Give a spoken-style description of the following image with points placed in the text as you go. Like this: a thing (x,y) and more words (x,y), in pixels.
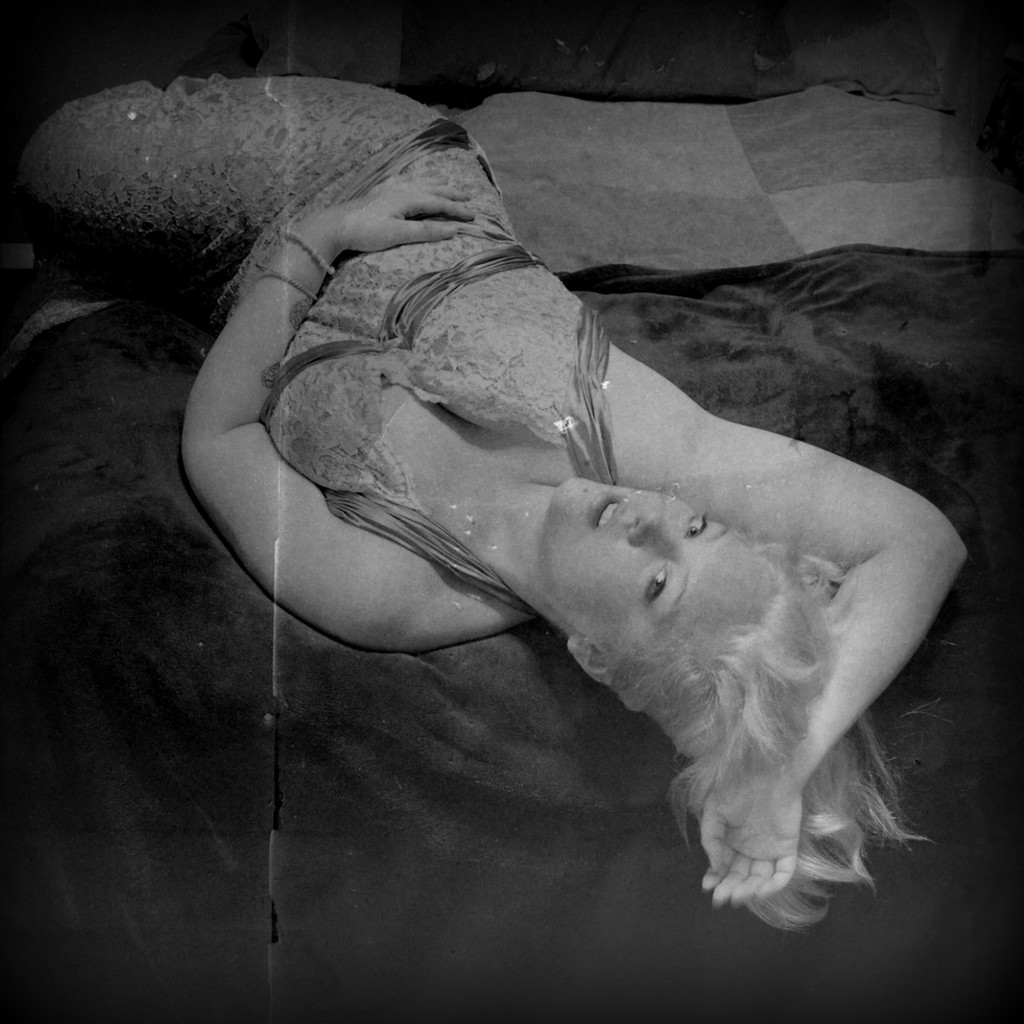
In this picture I can see a woman (574,557) laying on the bed (10,854) and I can see a black color cloth (922,366).
